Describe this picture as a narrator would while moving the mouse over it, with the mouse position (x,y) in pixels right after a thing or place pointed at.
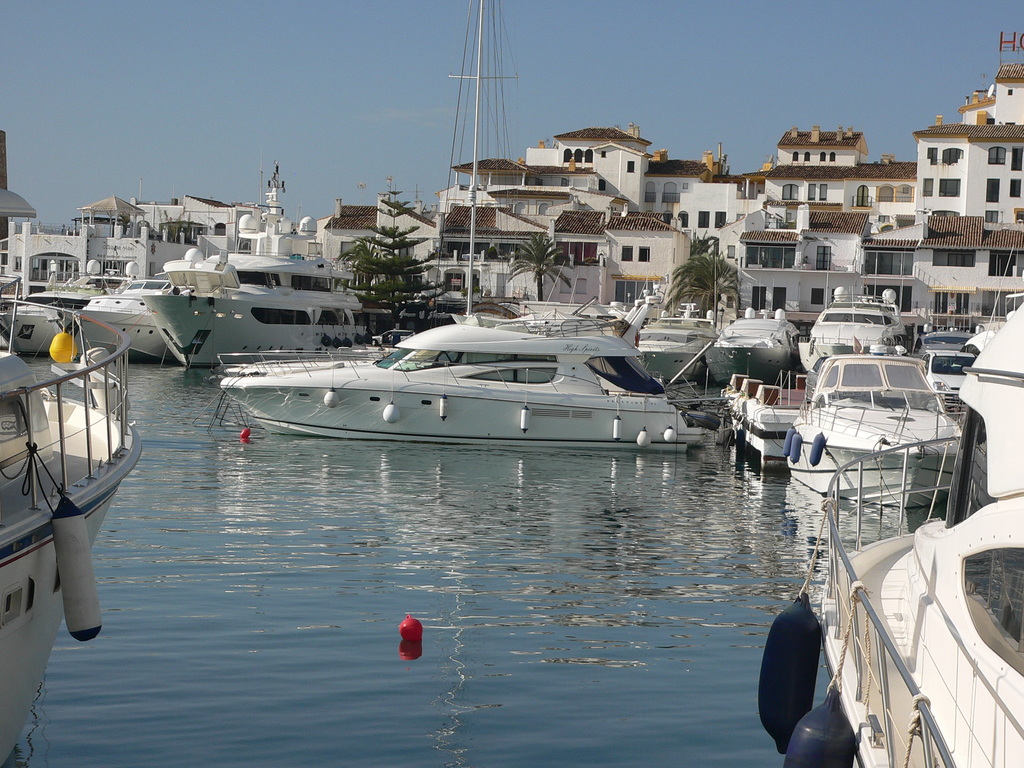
In the picture there is a marina (179,378) and many boats (278,363) are moored in the marina (712,582) and behind that there are many beautiful houses (619,241).
